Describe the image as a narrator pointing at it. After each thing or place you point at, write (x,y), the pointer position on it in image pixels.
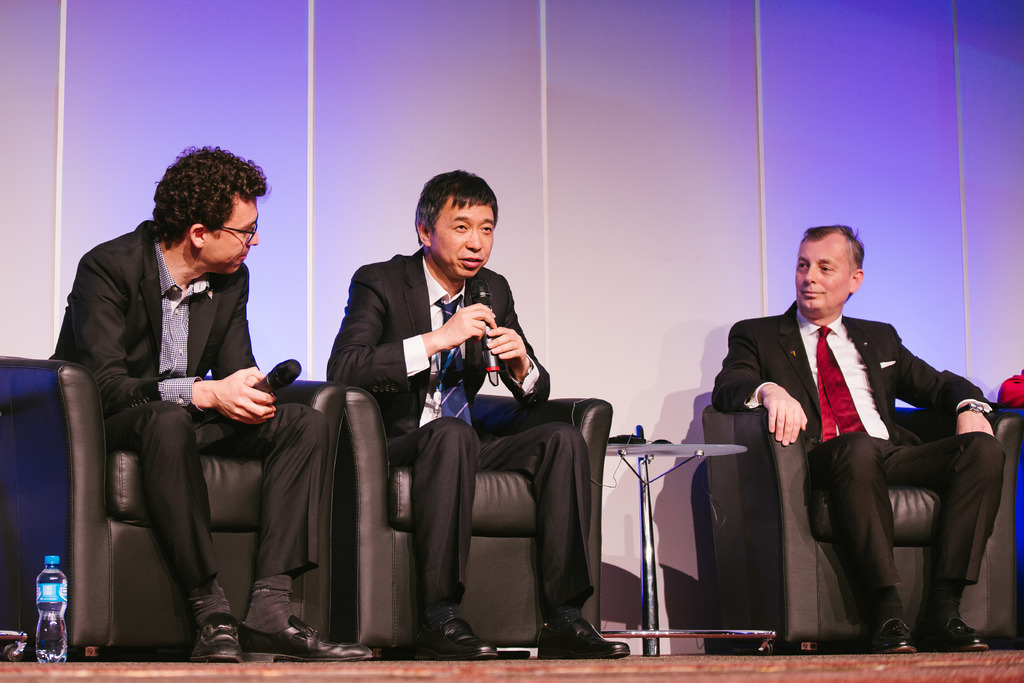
In this image I can see three people (445,375) with black color blazers (388,357). These people (443,378) are sitting on the couch (504,554). I can see two people (424,463) are holding the mic (295,366). To the left (58,606) I can see the water bottle (66,628) on the floor (342,671). In-between two people (586,528) I can see the table (698,638). In the background (384,106) I can see blue and white color wall (469,167).
